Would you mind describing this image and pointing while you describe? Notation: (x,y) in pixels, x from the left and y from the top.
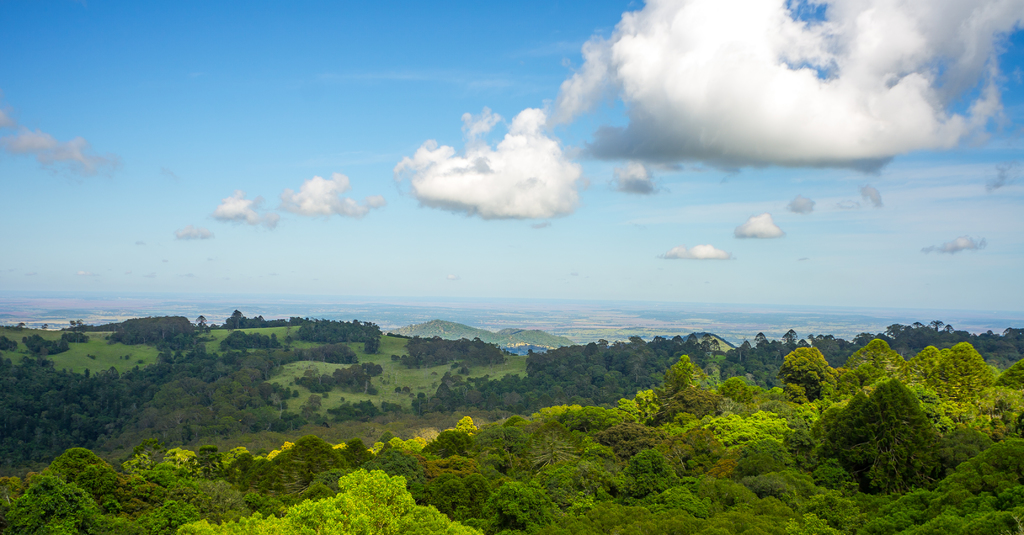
Clouds (636,191) are in the sky (626,115). Here we can see trees (488,403).
